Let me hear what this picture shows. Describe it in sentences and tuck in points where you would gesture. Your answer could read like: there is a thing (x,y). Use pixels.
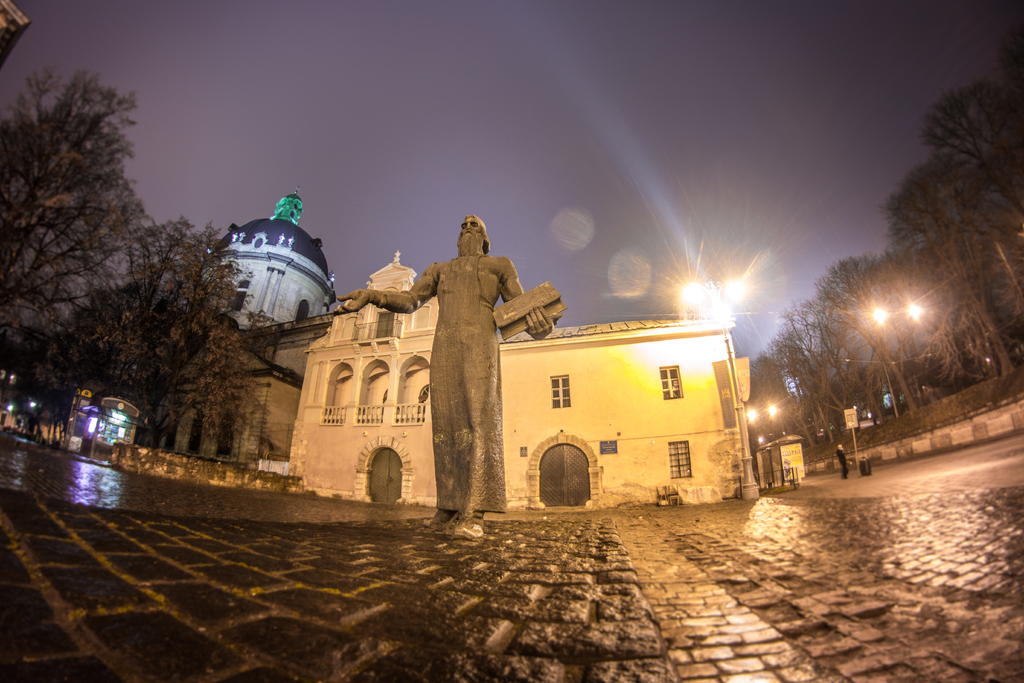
In this image there is a pavement (702,587), on that there is a sculpture (445,475), in the background (347,353) there are buildings (301,366), trees (869,359) and light poles (717,296).
